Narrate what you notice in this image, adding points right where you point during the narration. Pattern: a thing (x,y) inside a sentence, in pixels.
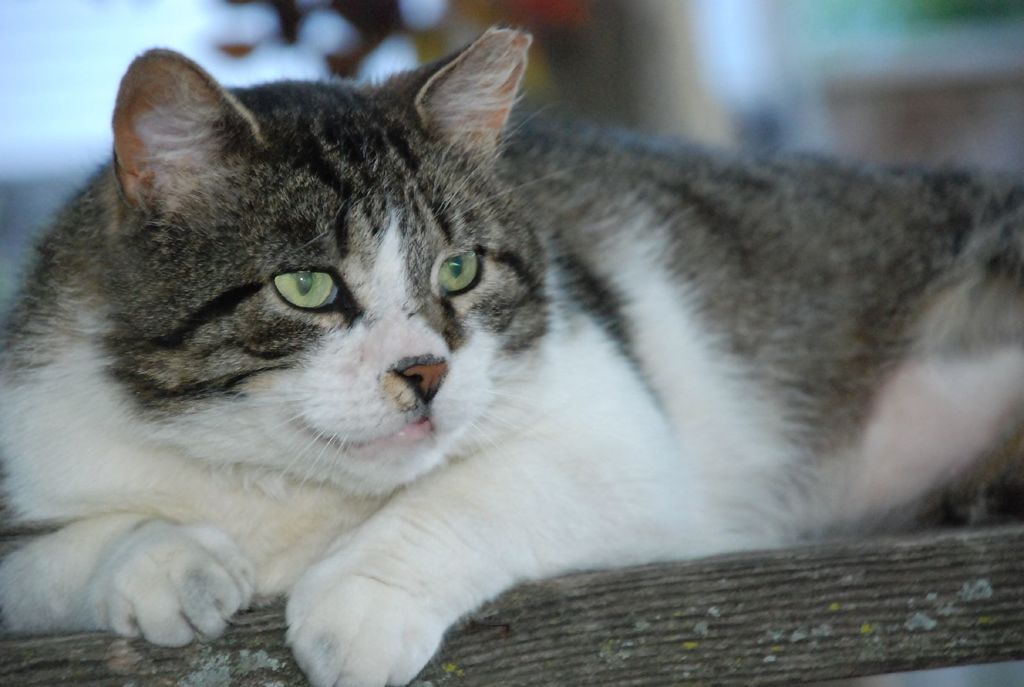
This picture shows a cat (491,140) it is white and black in color.
